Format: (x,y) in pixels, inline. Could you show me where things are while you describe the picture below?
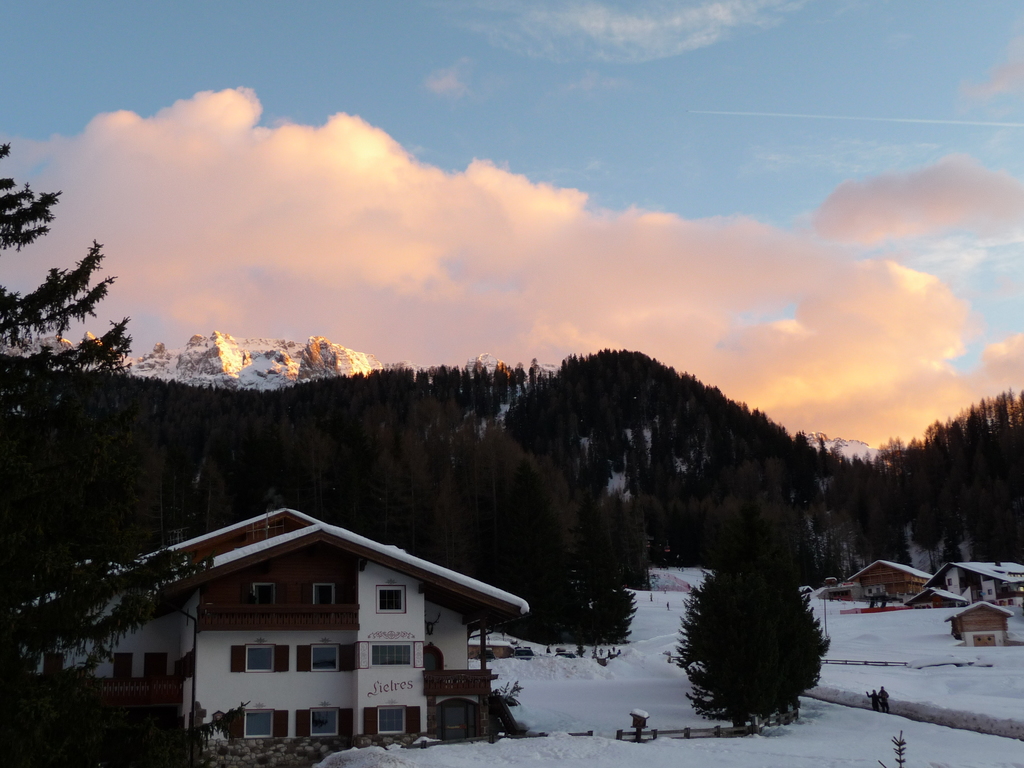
In this picture we can see buildings (338,566) with windows (383,592), snow (663,723), trees (709,687), mountains (485,472) and two people (882,685) standing and in the background (395,318) we can see the sky (642,291) with clouds (208,219).
